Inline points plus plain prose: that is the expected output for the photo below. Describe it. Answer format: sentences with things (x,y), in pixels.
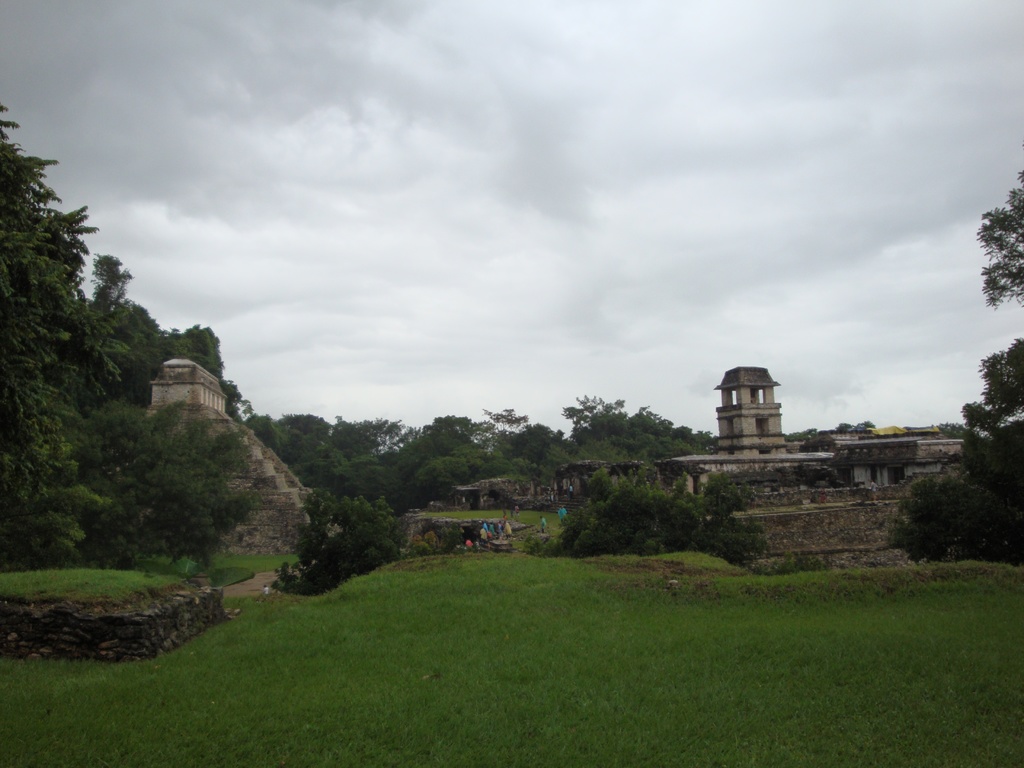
In this image there are people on the grassland (528,614) having plants (441,537) and walls (174,620). There are buildings (932,443). Background (322,474) there are trees (129,373). Top of the image (570,203) there is sky (522,182).
